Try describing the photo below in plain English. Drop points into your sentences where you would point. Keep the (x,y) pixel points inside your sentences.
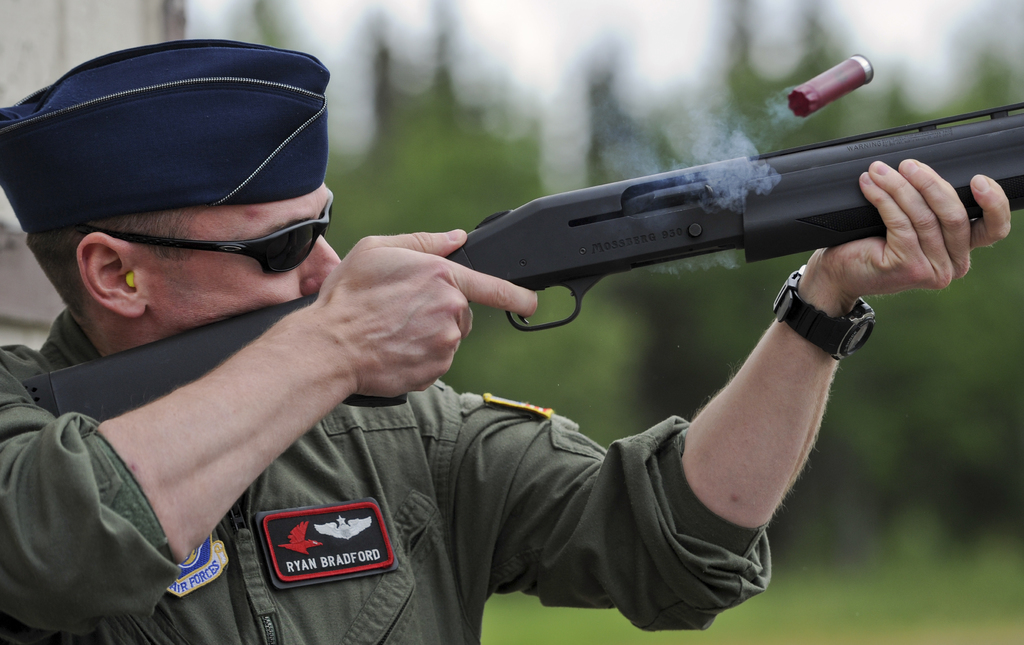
The man (214,491) in the uniform (358,466) wearing a blue cap (164,124) and goggles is holding a rifle (592,278) in his hand (492,285). Behind him, we see a wall (72,41) in white color. There are trees (831,430) in the background (1006,294). It is blurred in the background (651,379).
